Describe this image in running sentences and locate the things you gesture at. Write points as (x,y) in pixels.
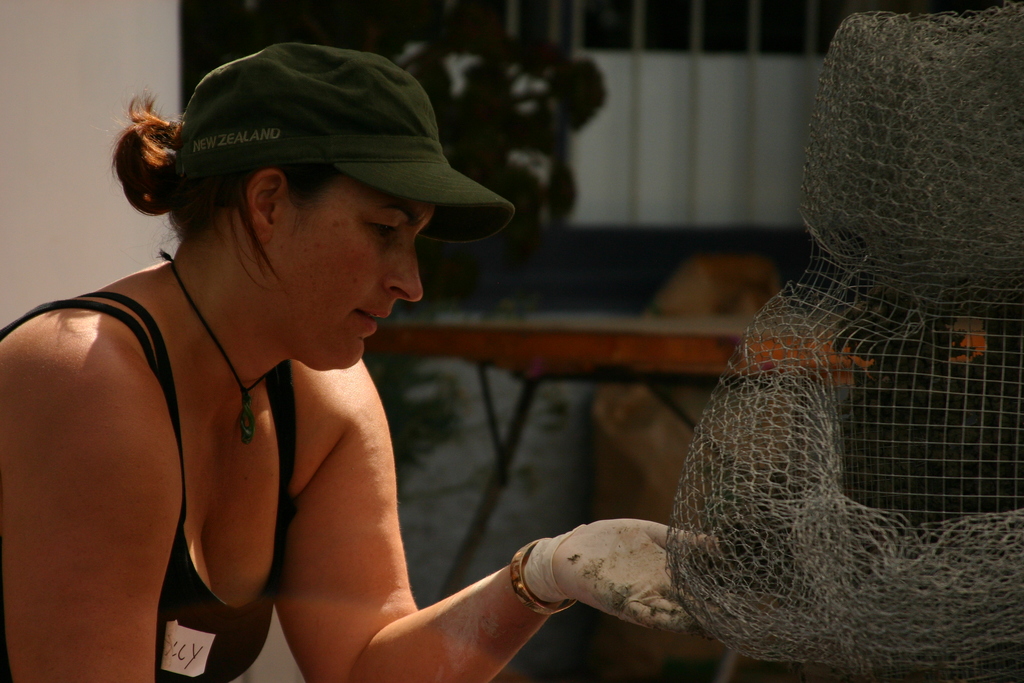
On the left side (113,461), we see the woman (220,473) is wearing a green cap (266,163). In front of her, we see the net (865,501). Behind her, we see the white wall (70,173). In the background (707,359), we see the table (552,320), flower pots (486,157) and the railing (748,168). We even see the bag (685,308). This picture is blurred in the background (670,395).
